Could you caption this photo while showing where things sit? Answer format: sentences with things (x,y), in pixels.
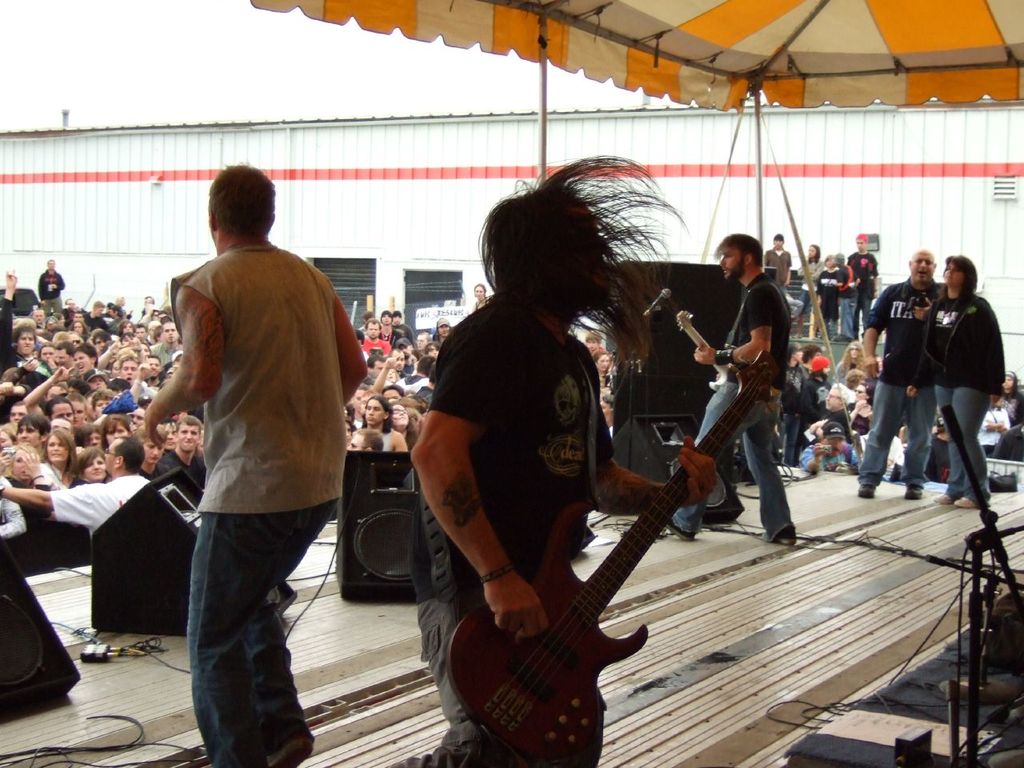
there are many people (478,400) performing stage show with different musical instruments (747,397) there are some people (49,443) watching them, here we can see clear sky (236,84).
